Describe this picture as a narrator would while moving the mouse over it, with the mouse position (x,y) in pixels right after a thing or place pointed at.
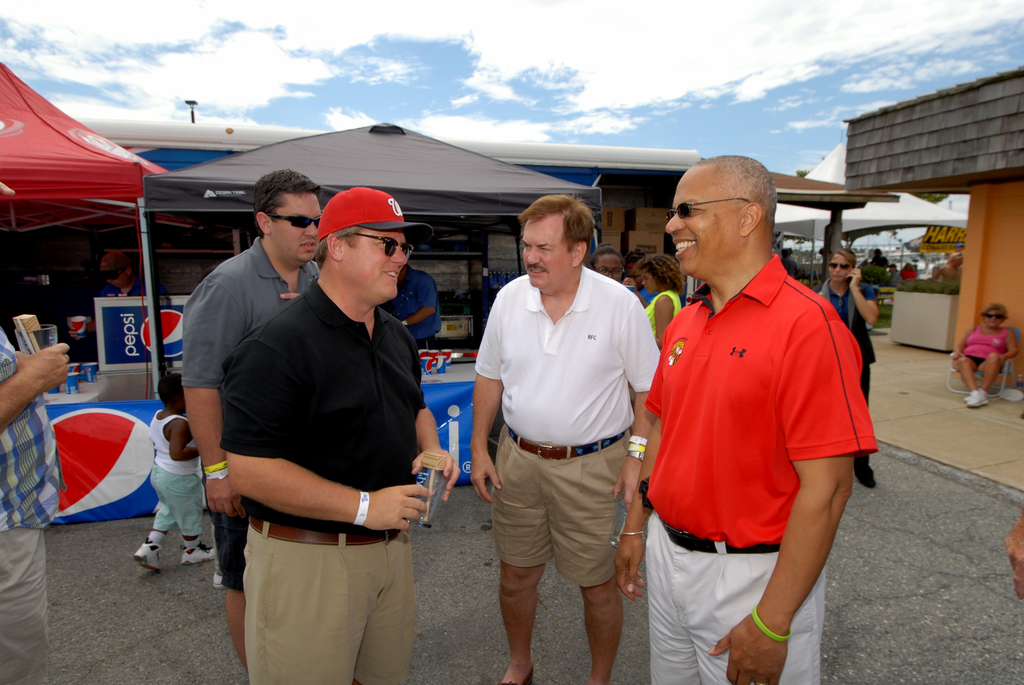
This picture is taken outside. In the center (544,273), there are four men (361,327) wearing t shirts (332,457) which are in different colors. Among them, three are wearing goggles (300,225). Towards the left (28,446), there is another man (18,600) holding a glass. Behind them, there are tents (360,166). Towards the right (998,259), there is a building (974,285). Beside the building (977,297), there is a woman (1006,318) sitting on the chair (1003,369). On the top (587,107), there is a sky (671,47) with clouds (675,96).
